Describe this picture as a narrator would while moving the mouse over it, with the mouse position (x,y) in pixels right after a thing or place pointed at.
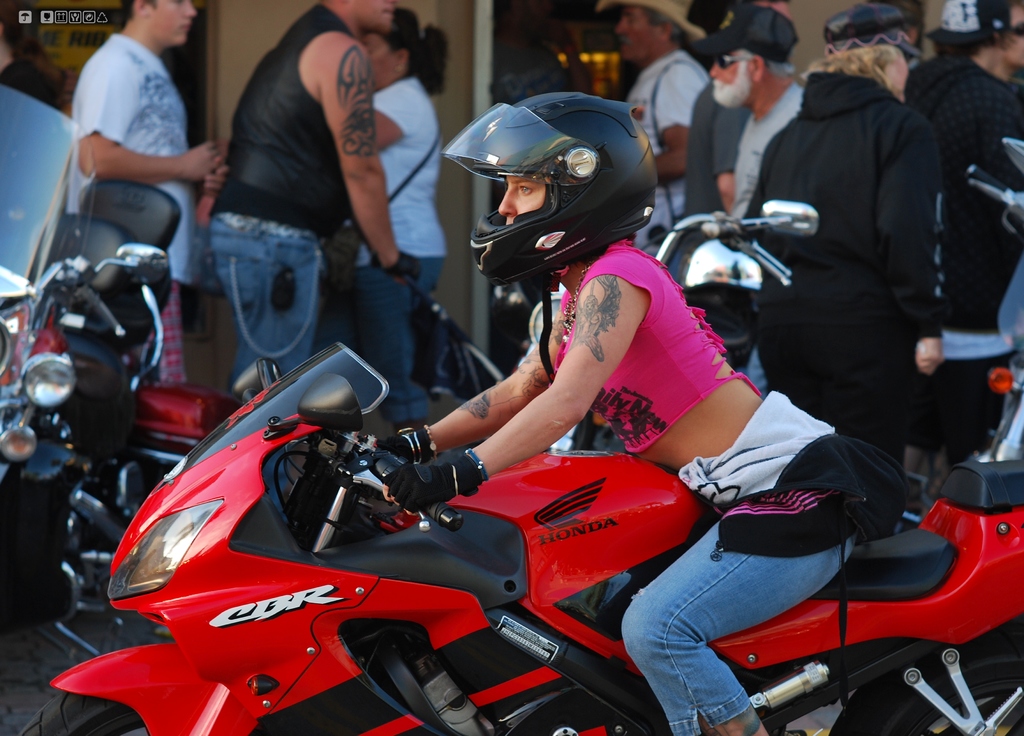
In this picture we can see a woman (714,402) who is riding a red colored bike (227,645). She wear a helmet (462,132). And on the background (260,186) we can see some persons (314,66) who are in standing position.
